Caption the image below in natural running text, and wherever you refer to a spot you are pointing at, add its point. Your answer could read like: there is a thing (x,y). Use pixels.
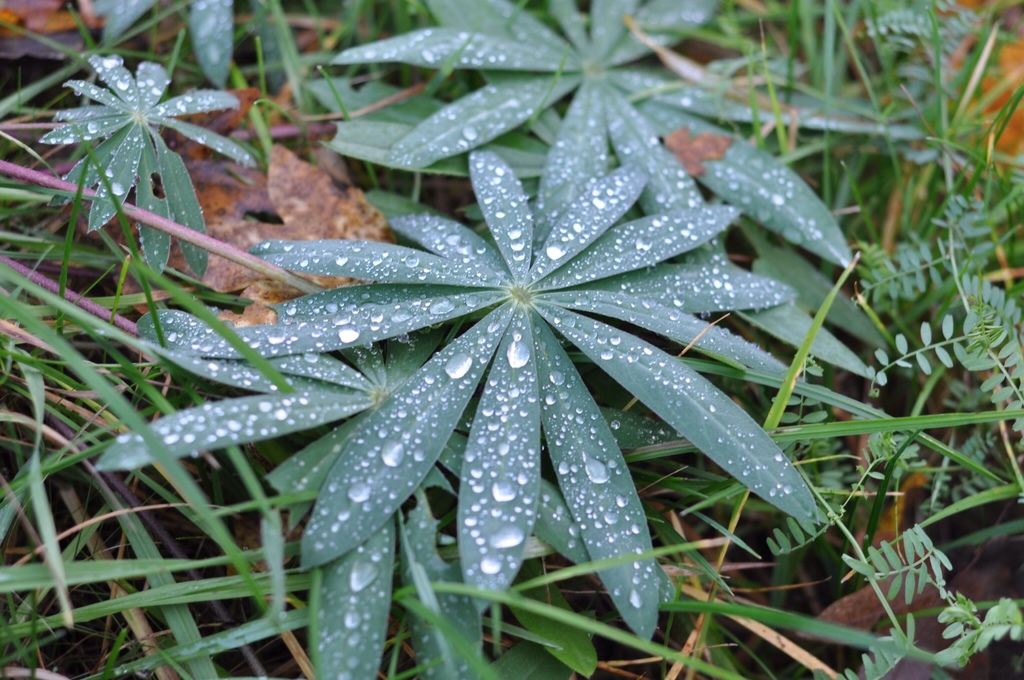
In this image, we can see some plants (450,418) and grass (1009,227).
